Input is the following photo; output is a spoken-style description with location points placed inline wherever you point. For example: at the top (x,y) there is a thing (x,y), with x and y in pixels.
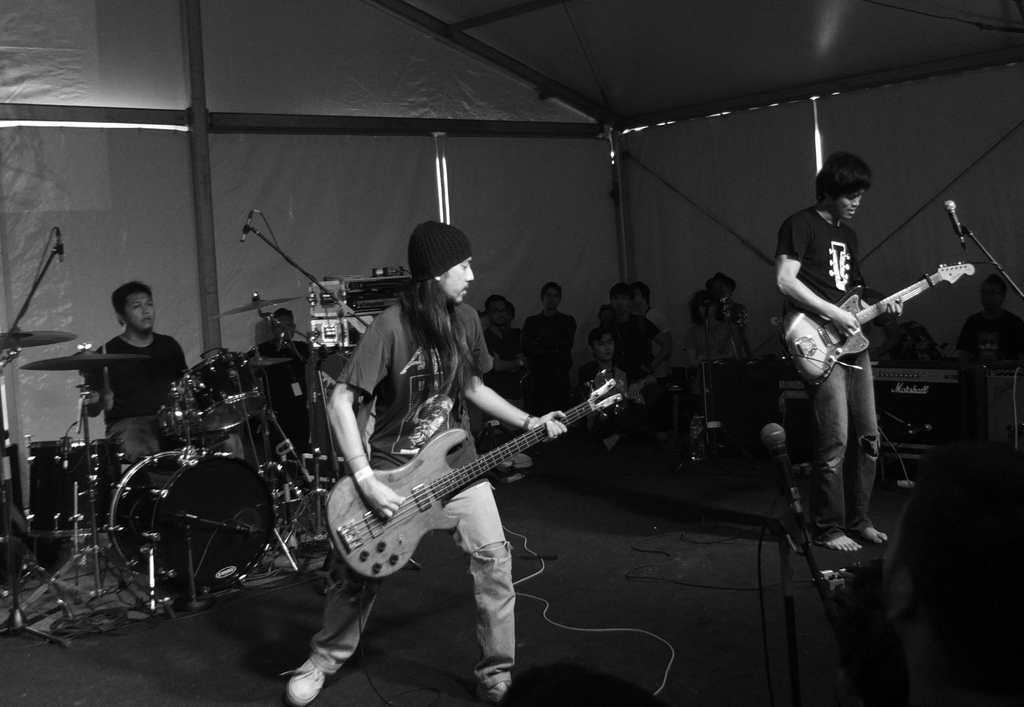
This is a black and white picture. Here we can see two persons (503,694) are playing guitar (802,340). On the background (976,339) we can see some persons (562,360). Here we can see a man (143,303) who is playing drums (220,410). These are some musical instruments (137,483) and this is floor (684,611).
